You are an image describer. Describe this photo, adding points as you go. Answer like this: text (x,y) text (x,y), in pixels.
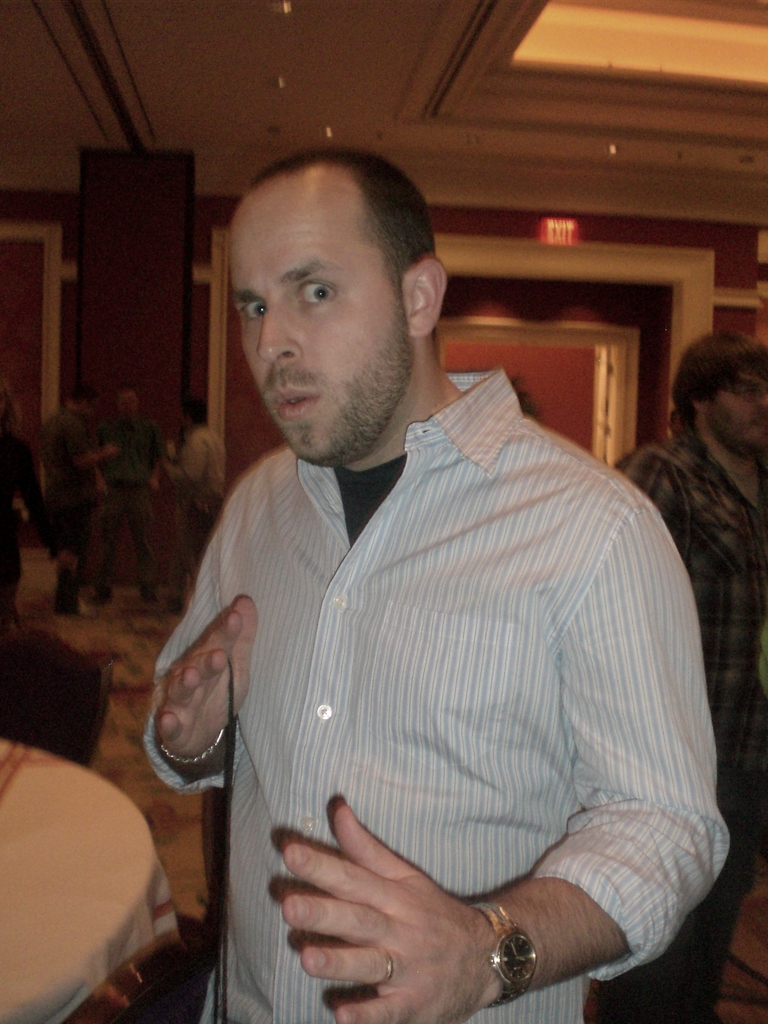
In this image, we can see a person (434,771) standing. On the left side of the image (94,593), there are chairs (191,928), people (63,421), floor (180,905), pillars (141,361) and table (149,839) covered with cloth (102,955). On the right side of the image (697,510), we can see a person (709,556) standing. In the background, we can see wall (249,449), sign board (572,222), ceiling (620,169) and lights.
